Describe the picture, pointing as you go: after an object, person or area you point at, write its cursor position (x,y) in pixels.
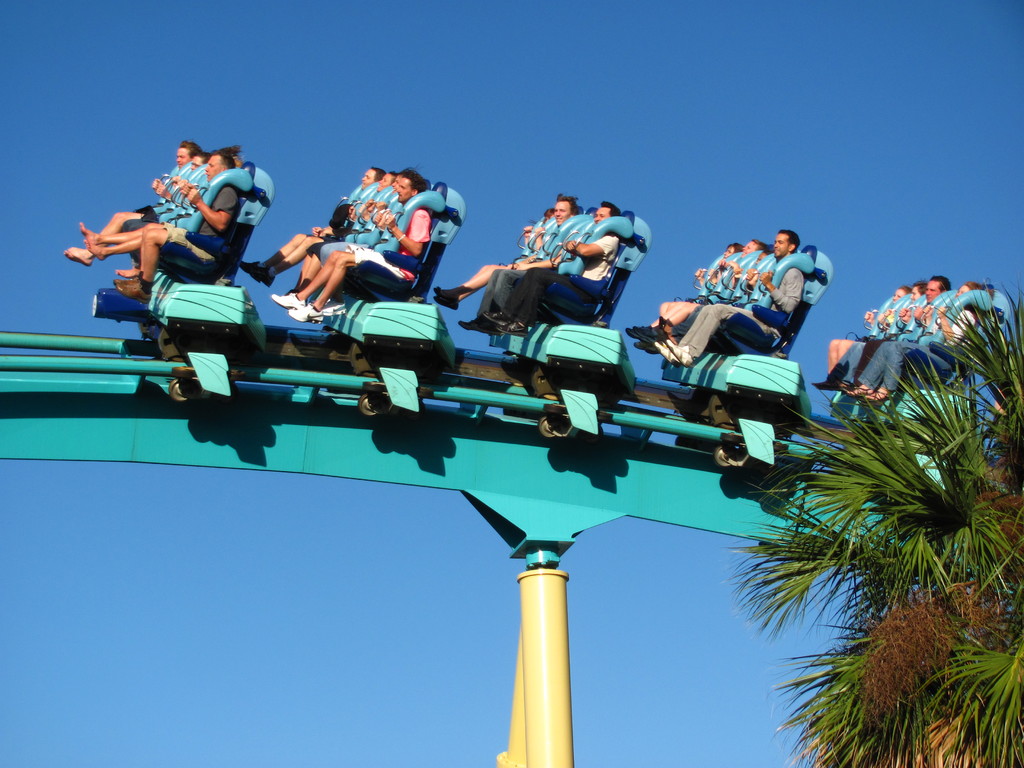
In this picture there are people (264,272) sitting in ride (374,323) and we can see yellow poles (528,721). On the right side of the image (849,759) we can see tree (973,735). In the background of the image (941,195) we can see the sky (672,108) in blue color.
